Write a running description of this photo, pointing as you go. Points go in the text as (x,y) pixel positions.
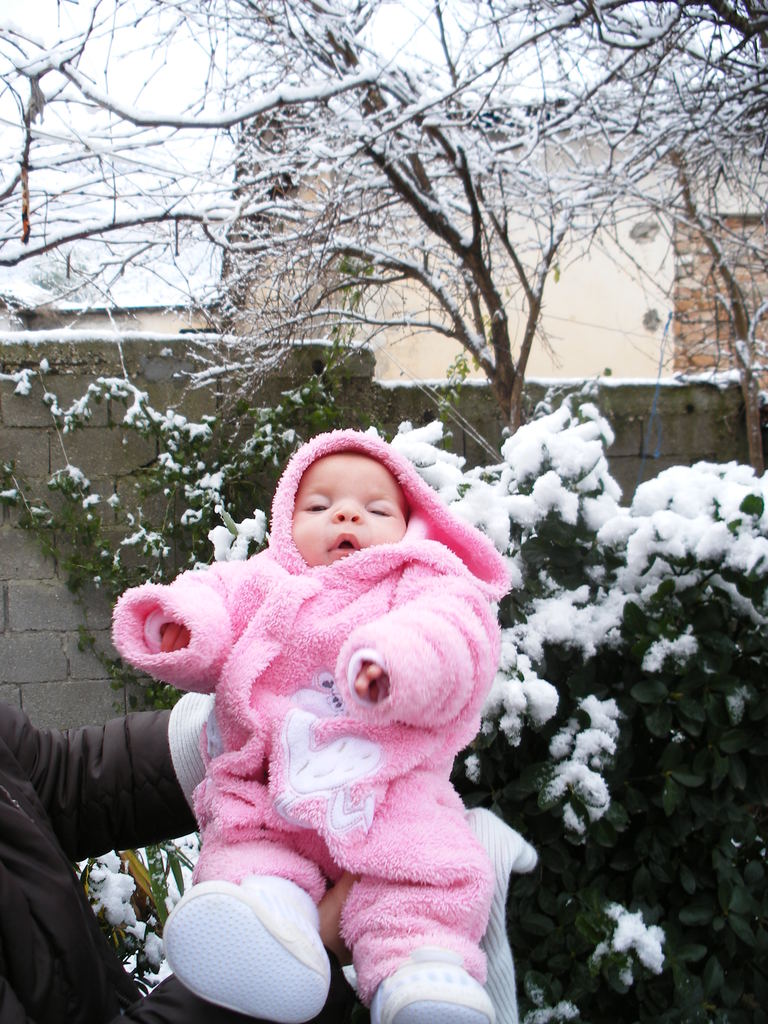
In this image we can see one person hands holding a baby (303,729) with pink dress (235,598), one house (682,280), one wall (62,604), some trees (88,282) with snow (326,135), one white towel (503,986), some snow (540,414) on the ground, some plants (634,884) with snow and at the top (88,209) there is the sky (721,41).
